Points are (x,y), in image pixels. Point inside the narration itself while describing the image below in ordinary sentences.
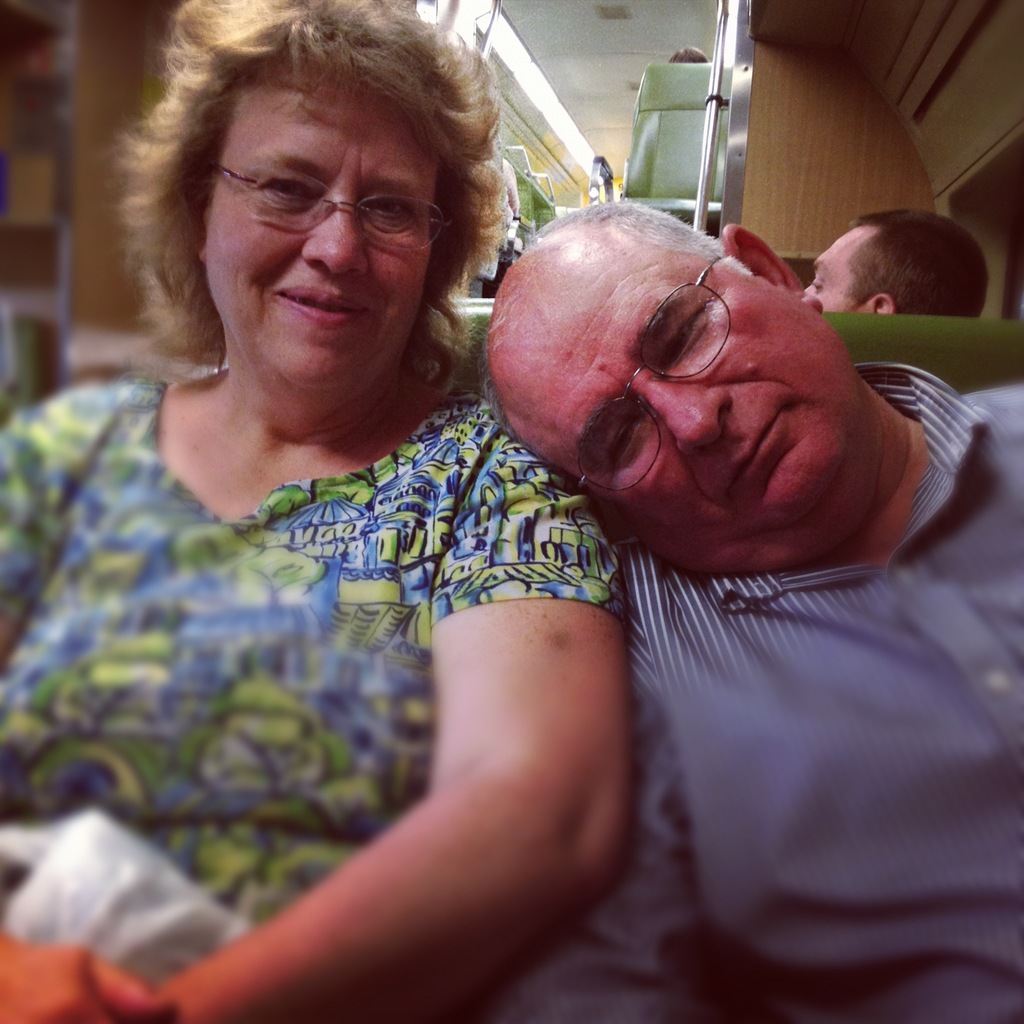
In the picture i can see a man (602,928) and woman (255,597) sitting on a seat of a vehicle (563,150) man (697,548) lying on woman's shoulder (442,475) and in the background (600,174) i can see some other persons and there are some seats (527,164).
